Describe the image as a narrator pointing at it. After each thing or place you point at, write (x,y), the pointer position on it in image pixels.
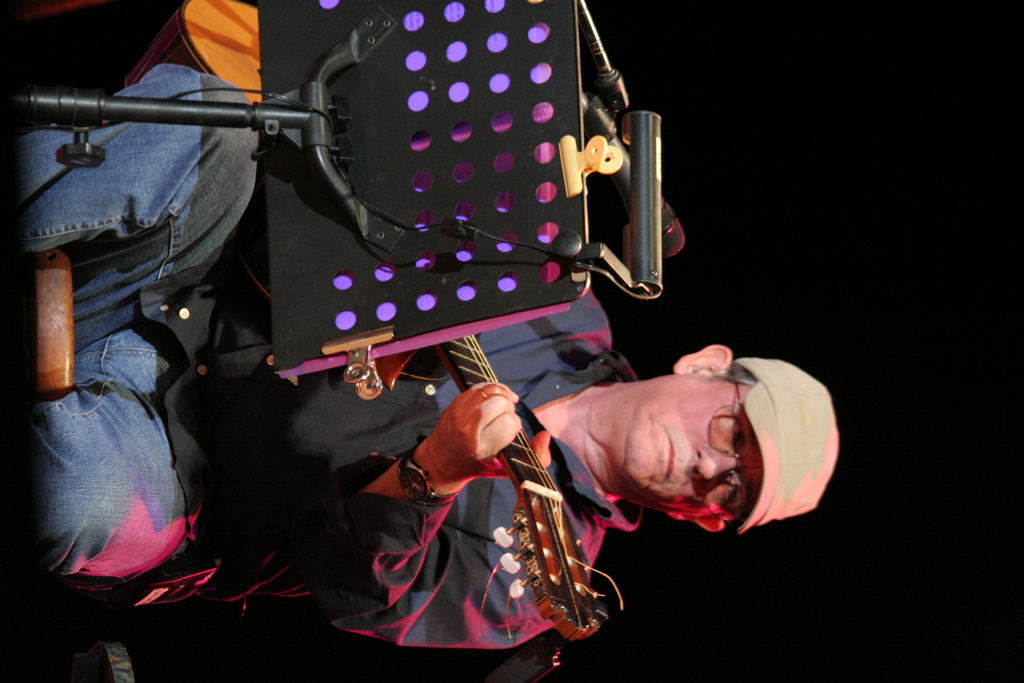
In this picture there is a man (602,513) who is wearing cap (761,406), spectacle (739,407), shirt (306,384) and jeans (172,173). He is a playing a guitar (538,473) and sitting on the chair (62,358). In front of him there is a stand (539,242). On the desk (525,221) I can see the papers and mics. In the background (862,221) I can see the darkness.
